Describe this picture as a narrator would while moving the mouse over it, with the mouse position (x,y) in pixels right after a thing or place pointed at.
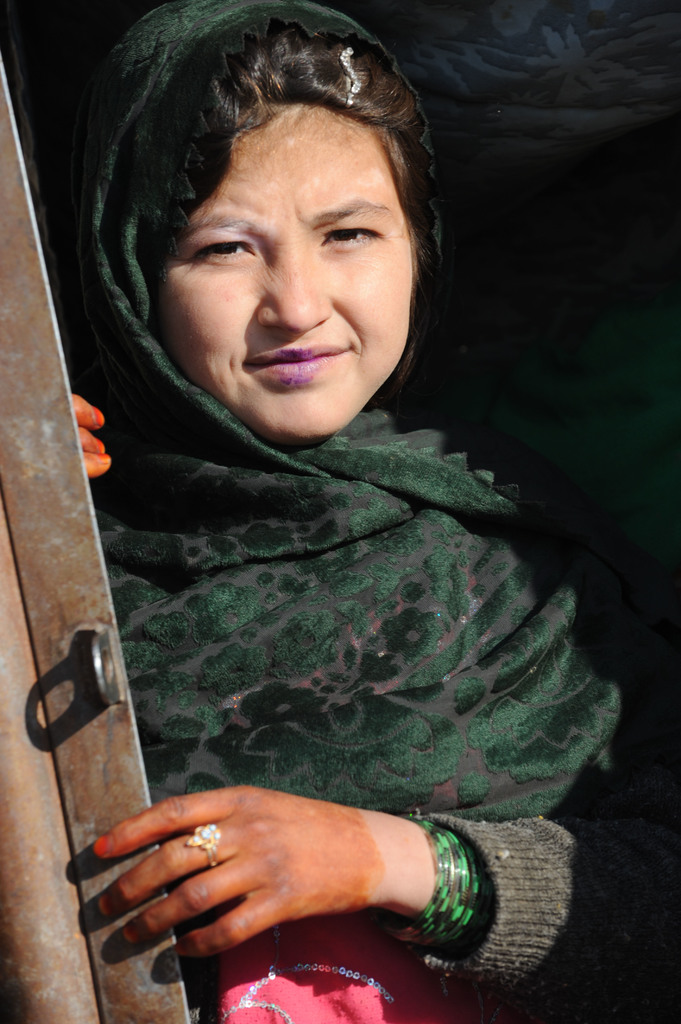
In this image in the front (284,661) there is a woman (293,638) smiling and on the left side (55,663) there is a metal object (30,651).
